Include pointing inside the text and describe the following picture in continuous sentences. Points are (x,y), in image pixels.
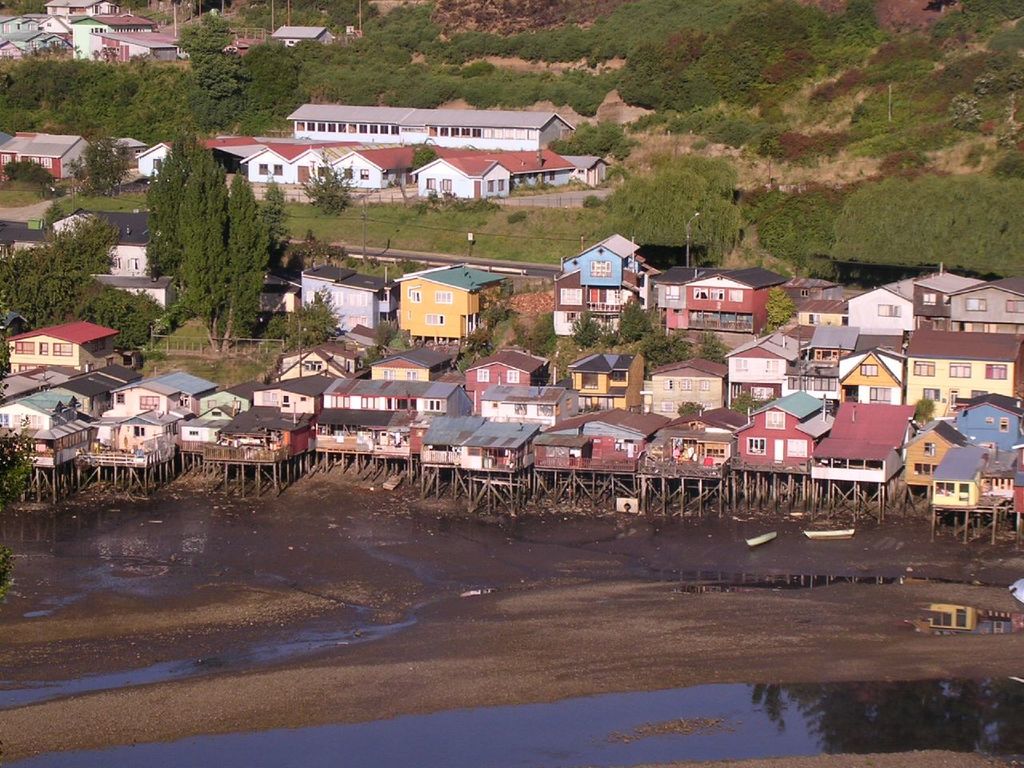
In this image I can see buildings (448,387), trees (221,224), water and poles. Here I can see boats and some other objects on the ground (877,597).
